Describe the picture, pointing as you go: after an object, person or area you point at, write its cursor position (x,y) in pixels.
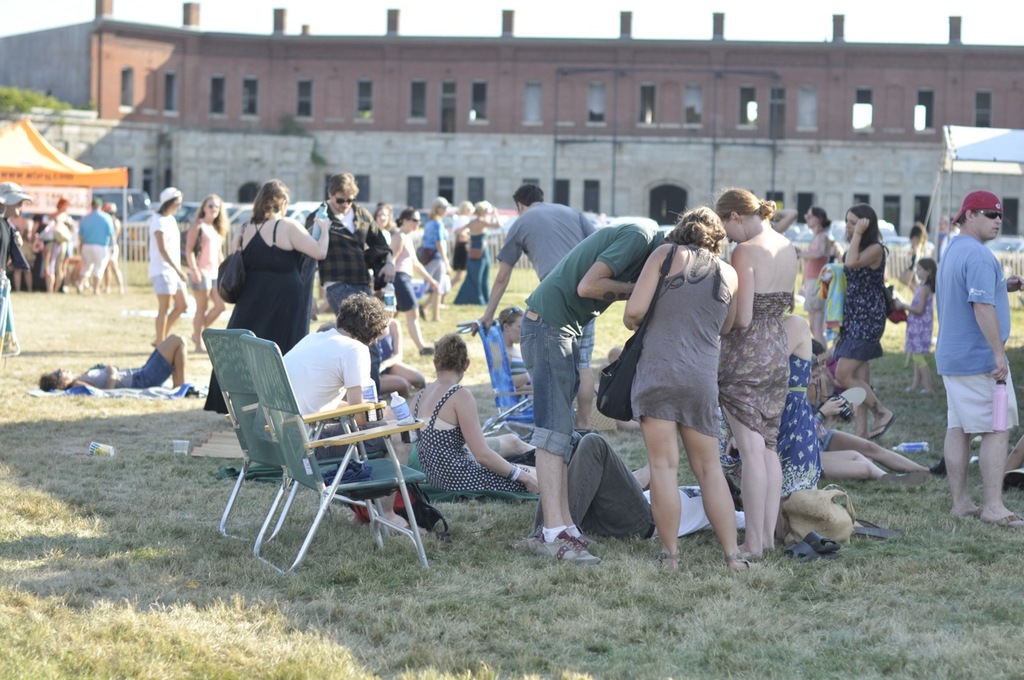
In this image I see lot of people (554,501), in which few of them are sitting on the chairs (420,529), few of them are lying on the grass (54,531) and few of them are standing. In the background (105,178) I see the building (111,133), few plants (14,94), a tent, and few cars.
